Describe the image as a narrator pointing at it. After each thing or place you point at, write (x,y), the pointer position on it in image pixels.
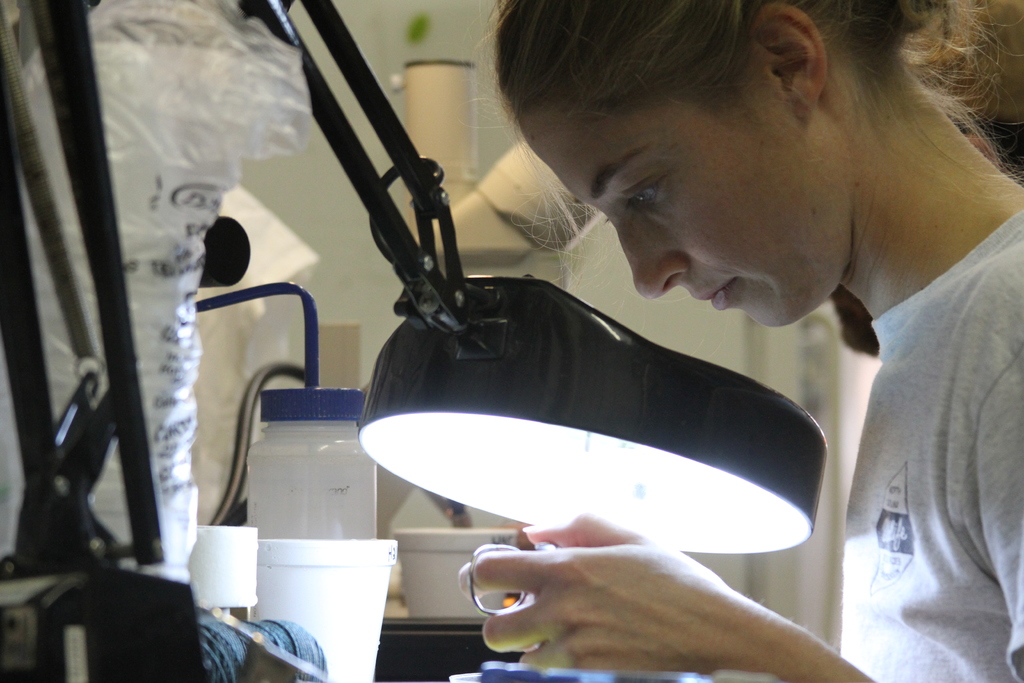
In this image we can see a girl (967,510) holding an object (510,610), in front of her there is a lamp (462,414) and some other objects (499,207).
